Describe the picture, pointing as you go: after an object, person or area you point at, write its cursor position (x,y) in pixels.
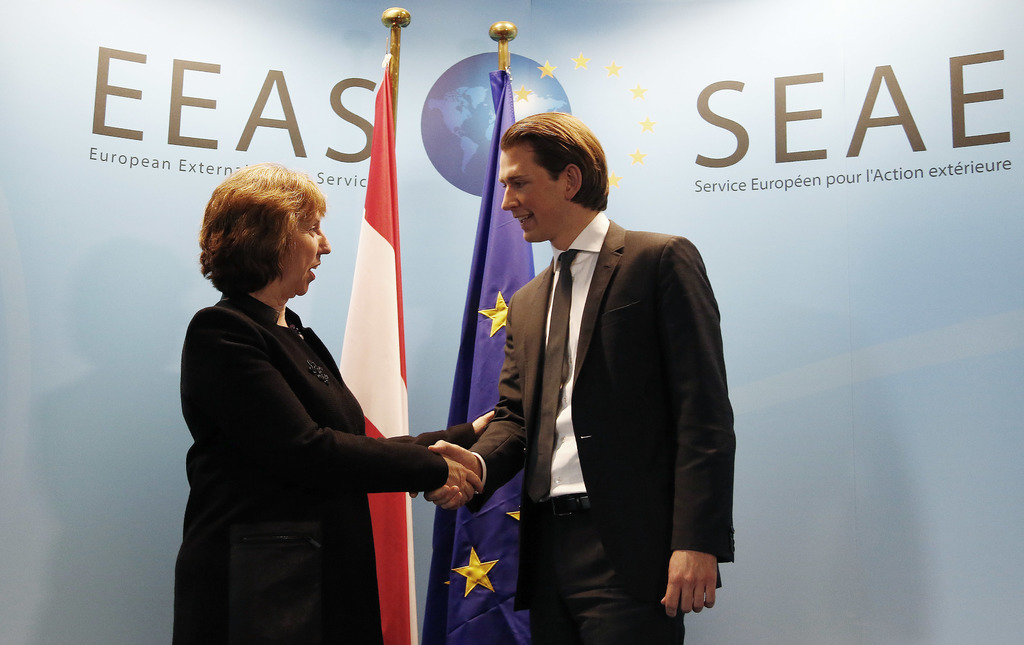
In this image I can see a woman (283,347) and a man (519,297). I can see both of them are doing handshake. In the background (405,363) I can see two flags (520,286), a blue colour board (244,48) and on it I can see something is written. I can also see both of them are wearing formal dress (630,398).
